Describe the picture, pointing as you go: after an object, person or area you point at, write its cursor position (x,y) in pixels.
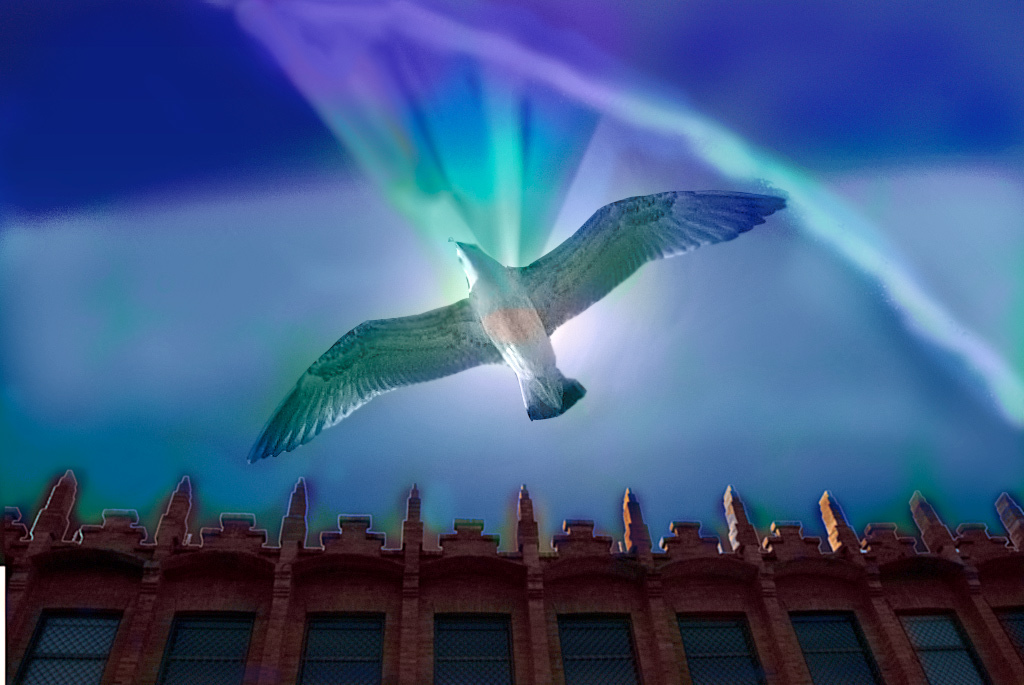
In this image, we can see a bird (487,339) flying in the sky (542,248) and at the bottom (475,607), there is a building (675,608).
